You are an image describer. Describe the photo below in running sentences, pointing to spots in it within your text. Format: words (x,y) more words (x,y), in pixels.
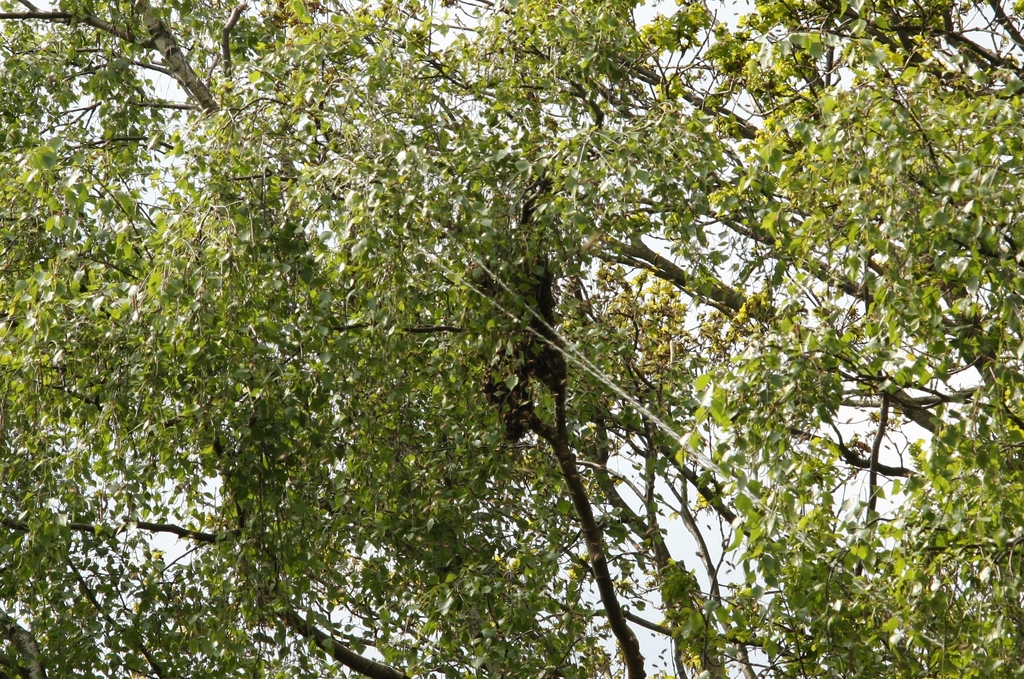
There is a tree (544,222) which has green leaves (489,238) on it.
